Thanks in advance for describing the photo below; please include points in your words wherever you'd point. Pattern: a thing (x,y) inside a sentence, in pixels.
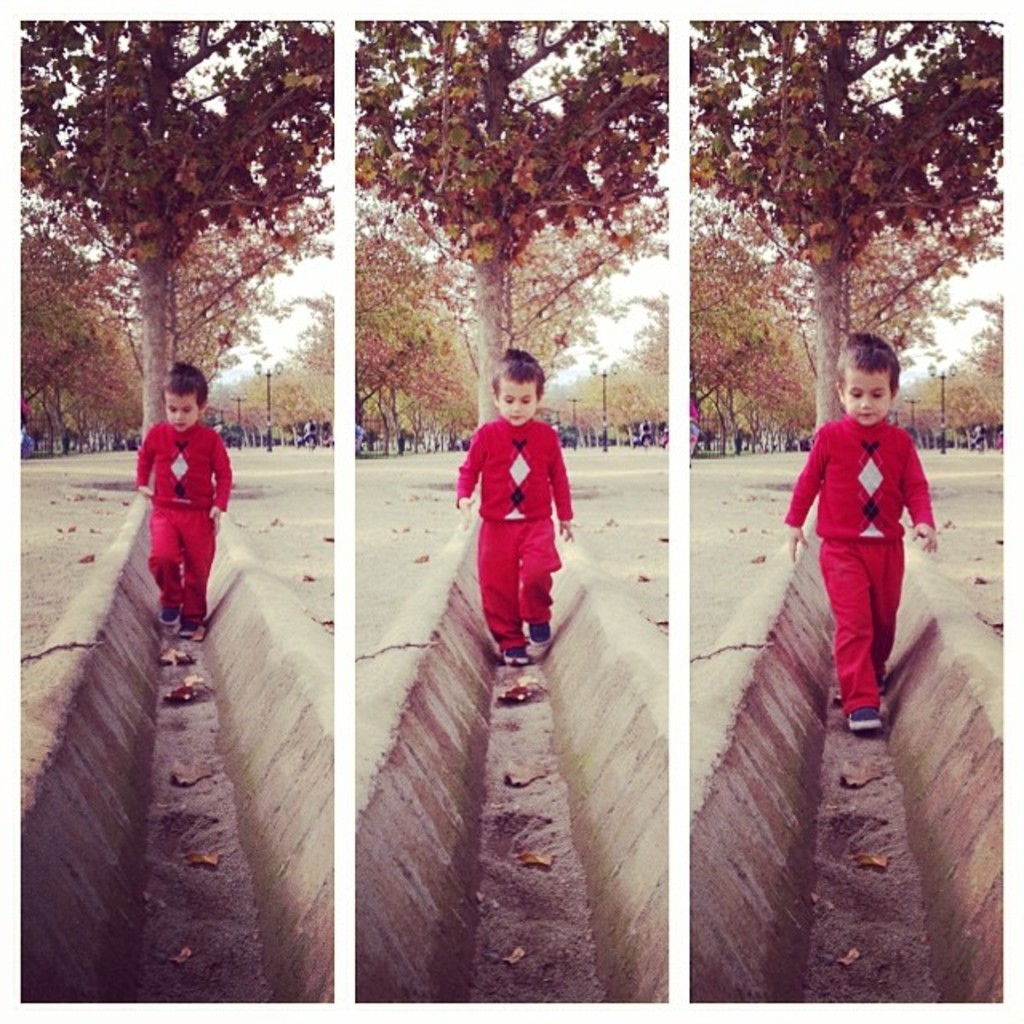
In this image there are collages of three pictures in which there is a kid (568,507) walking and in the background (207,219) there are trees (716,396) and persons (693,438) and on the ground (210,732) there are dry leaves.
